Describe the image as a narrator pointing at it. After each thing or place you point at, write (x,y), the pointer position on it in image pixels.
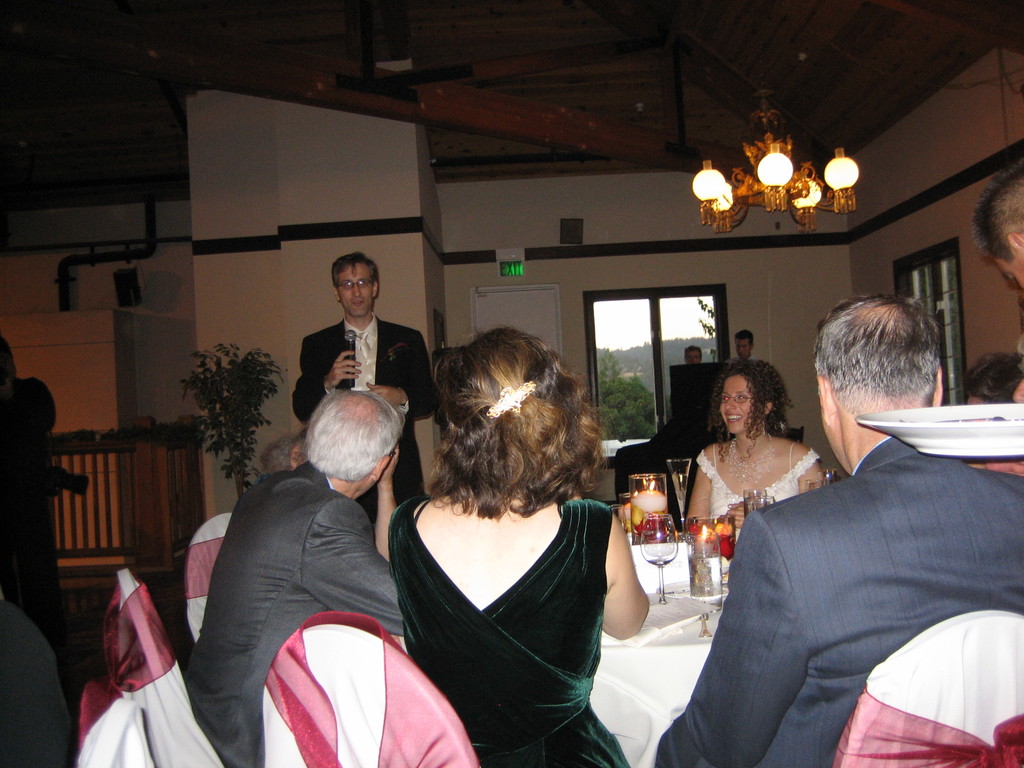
In this picture I can see group of people (400,563) sitting on the chairs (433,744), there are wine glasses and some other objects (671,573) on the table (663,662), there is a man (395,374) standing and holding a mike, there is a chandelier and a house plant (235,457), there are iron grilles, through the window (603,321) I can see trees (648,358) and the sky (621,343).
